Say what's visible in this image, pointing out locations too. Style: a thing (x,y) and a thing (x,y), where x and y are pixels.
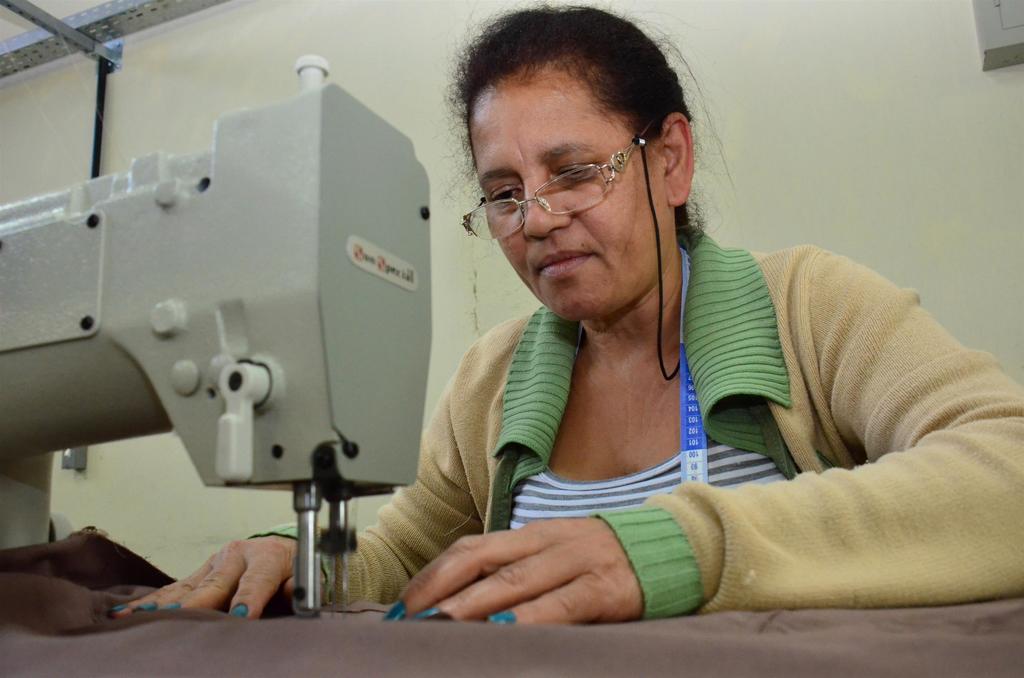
In this picture we can see a woman (474,406), sewing machine (231,431), cloth (779,655), measuring tape (689,394), spectacle (490,235) and in the background (231,78) we can see the wall (346,37) and some objects (57,24).
